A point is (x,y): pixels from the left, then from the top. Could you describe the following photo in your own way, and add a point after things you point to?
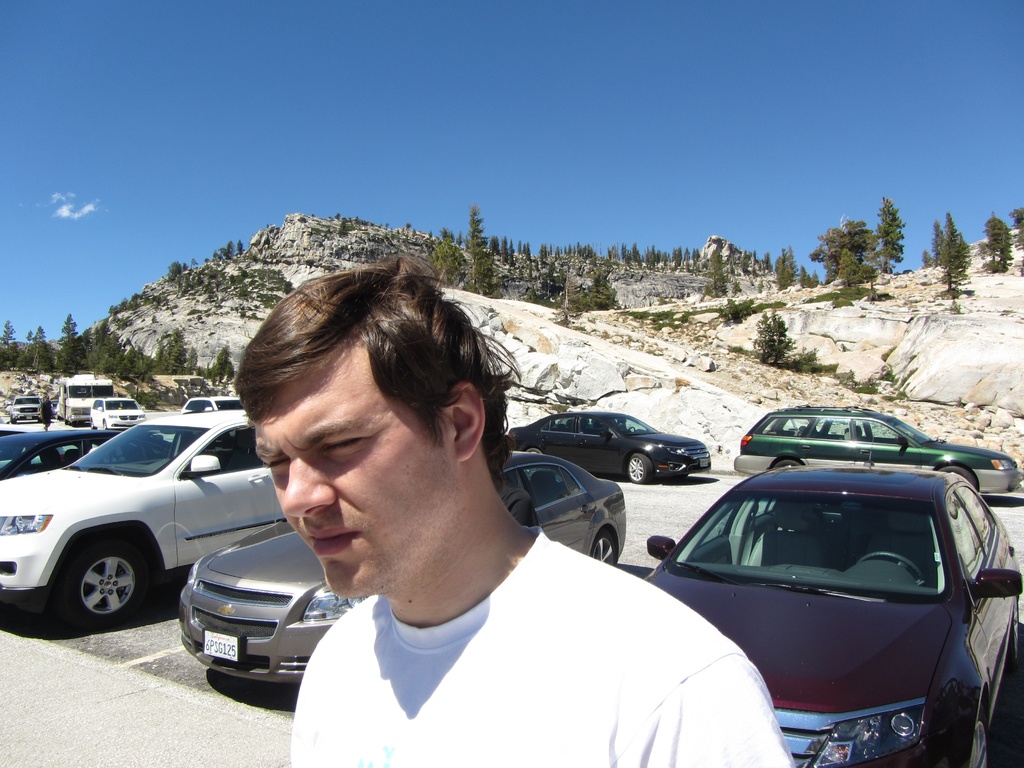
In this image I can see person (518,718) at the bottom (594,694) and in the middle (577,445) I can see vehicles (753,443) and the hill (201,284) and at the top (233,141) I can see the sky (759,157) and on the hill (696,265) I can see trees (941,250).
